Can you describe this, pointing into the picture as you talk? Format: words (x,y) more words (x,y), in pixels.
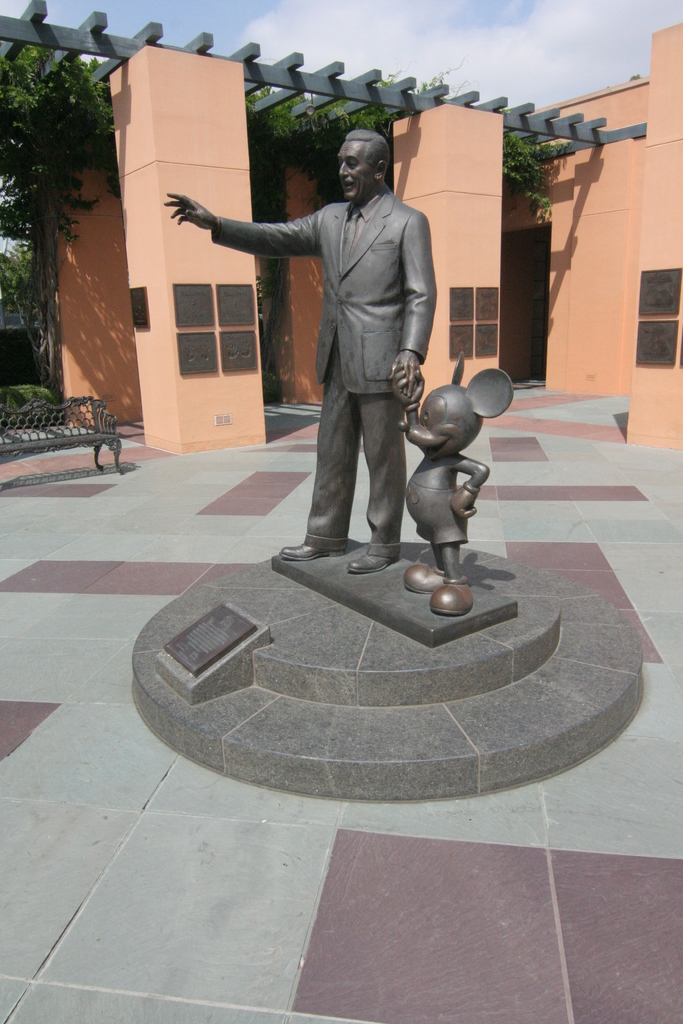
In this picture we can see a statue (393,777) and in the background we can see trees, building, sky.
